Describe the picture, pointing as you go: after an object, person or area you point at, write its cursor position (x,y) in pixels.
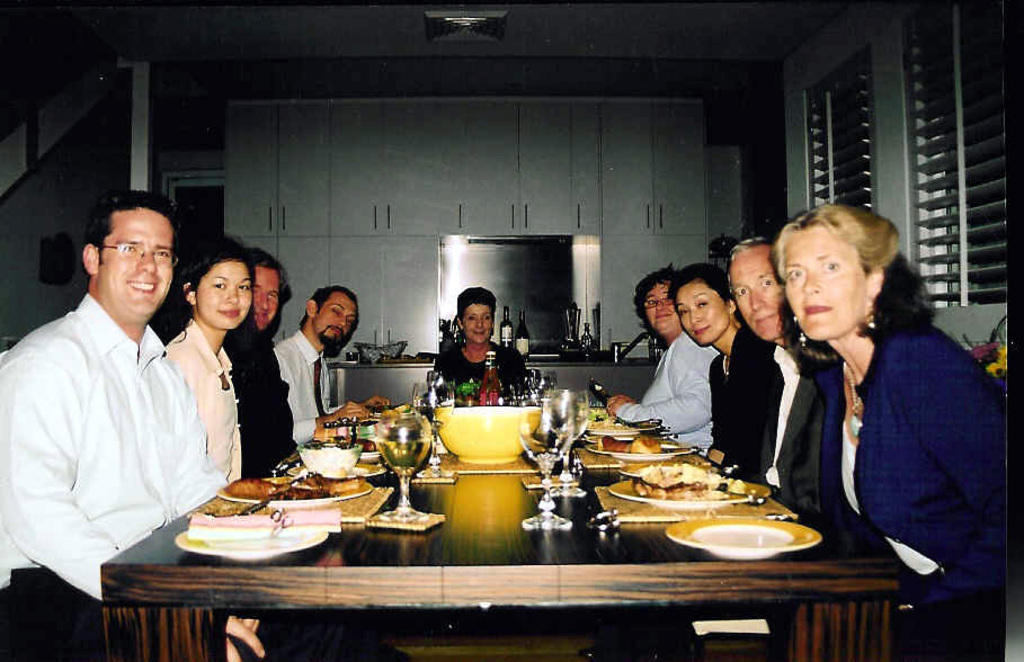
In this image I see few people (139,213) who are sitting on the chairs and there is table (837,531) in front of them and there are lot of things (461,462) on it. In the background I see the windows (805,130) and the cabinets (578,110).
